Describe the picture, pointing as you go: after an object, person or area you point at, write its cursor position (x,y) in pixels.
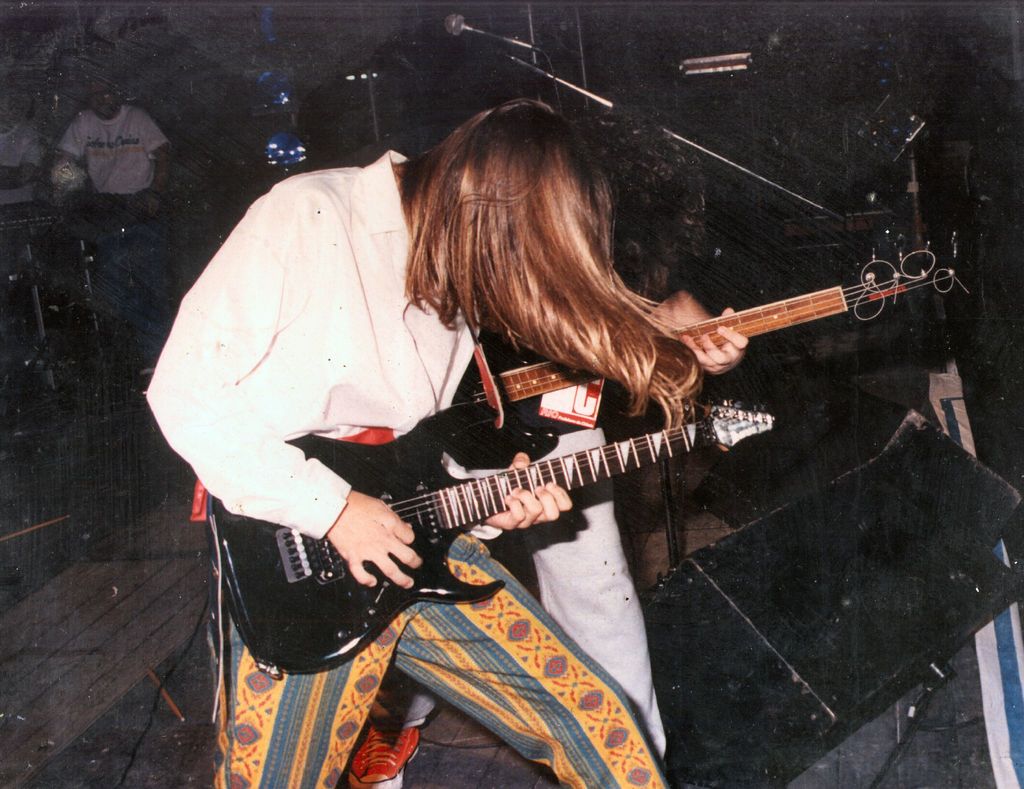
In the center (352,496) we can see man (322,479) holding guitar (329,558). Back of him we can see one more man (593,415) he is also holding guitar (719,321). Coming to the background (128,169) we can see two more persons (91,135) and one microphone (492,33).
